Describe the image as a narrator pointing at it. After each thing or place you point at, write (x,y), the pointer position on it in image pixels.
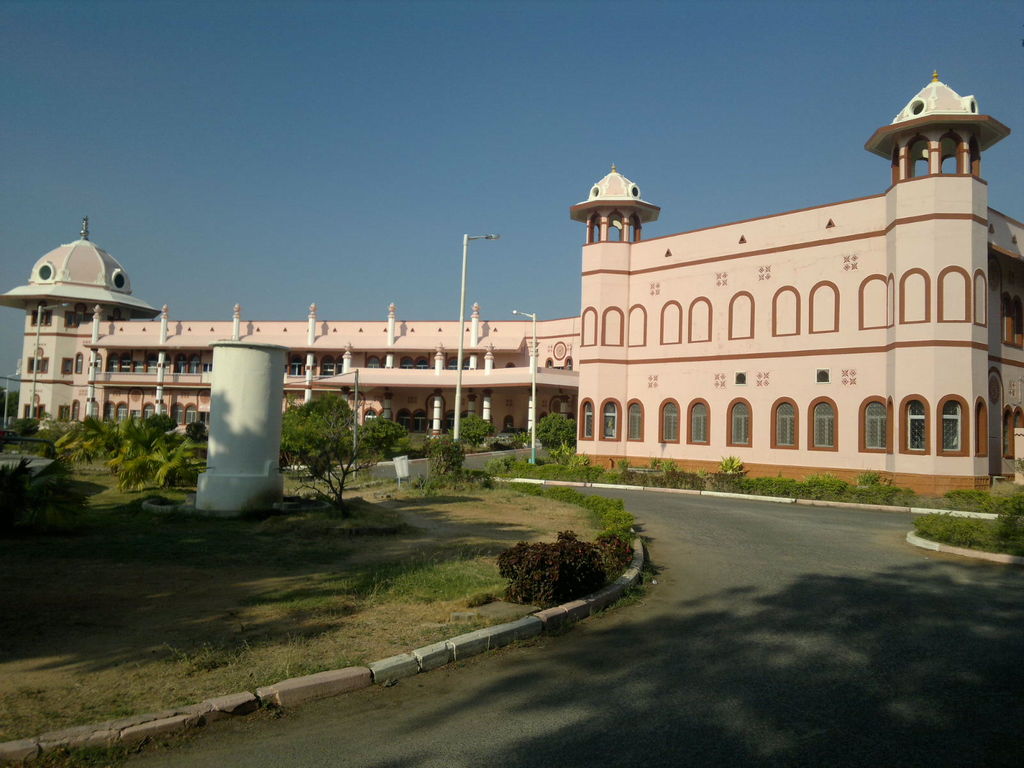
In this picture I can see a building (445,360), there are plants (550,542), grass (233,612), poles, lights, there are trees (550,414), and in the background (280,95) there is sky (280,95).
